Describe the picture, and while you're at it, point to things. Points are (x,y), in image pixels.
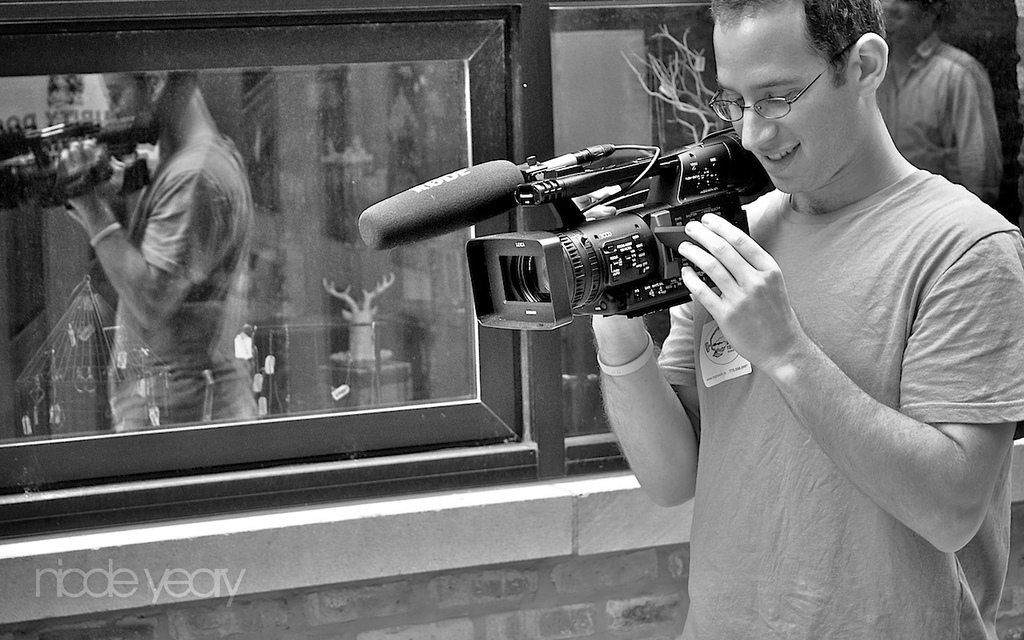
In this image. On the right (841,387) there is a man (875,312) he wear t shirt (875,312) he is smiling he hold a camera (613,267), i think he is recording something. In the background (908,131) there is a window (411,130) and a person (918,116).
